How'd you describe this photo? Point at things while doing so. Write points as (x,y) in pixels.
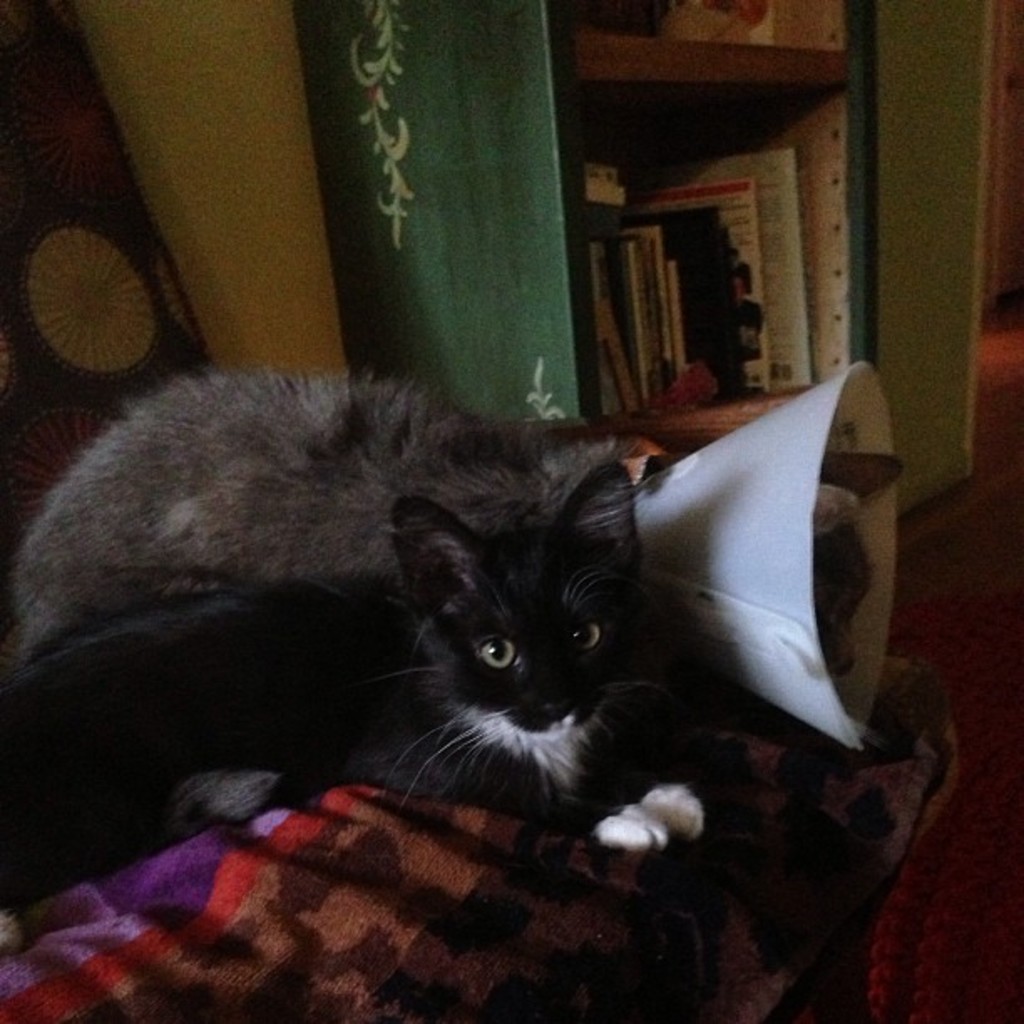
There are two cats (307,440) on an object (939,748) which is covered with a cloth (198,891). In the background (783,292), there are books (783,292) arranged on a shelf (780,91).
